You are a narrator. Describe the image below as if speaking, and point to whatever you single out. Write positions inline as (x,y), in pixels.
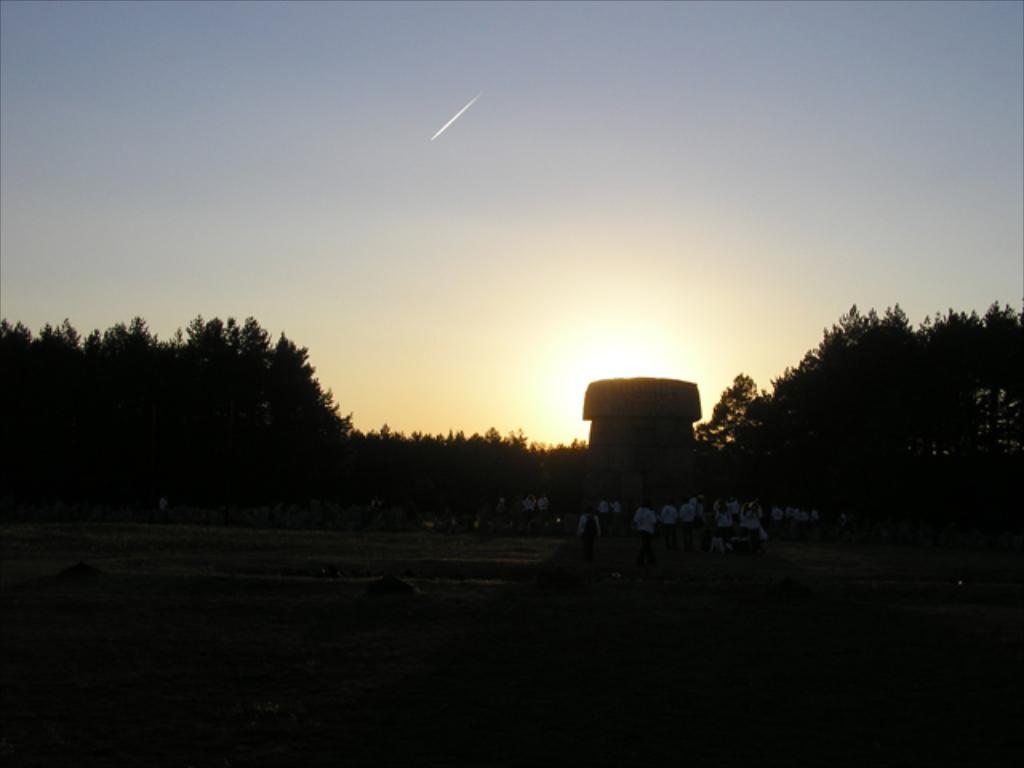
In this image, we can see people (648,555) and a pillar (628,464). In the background (707,500), there are trees (804,472).
